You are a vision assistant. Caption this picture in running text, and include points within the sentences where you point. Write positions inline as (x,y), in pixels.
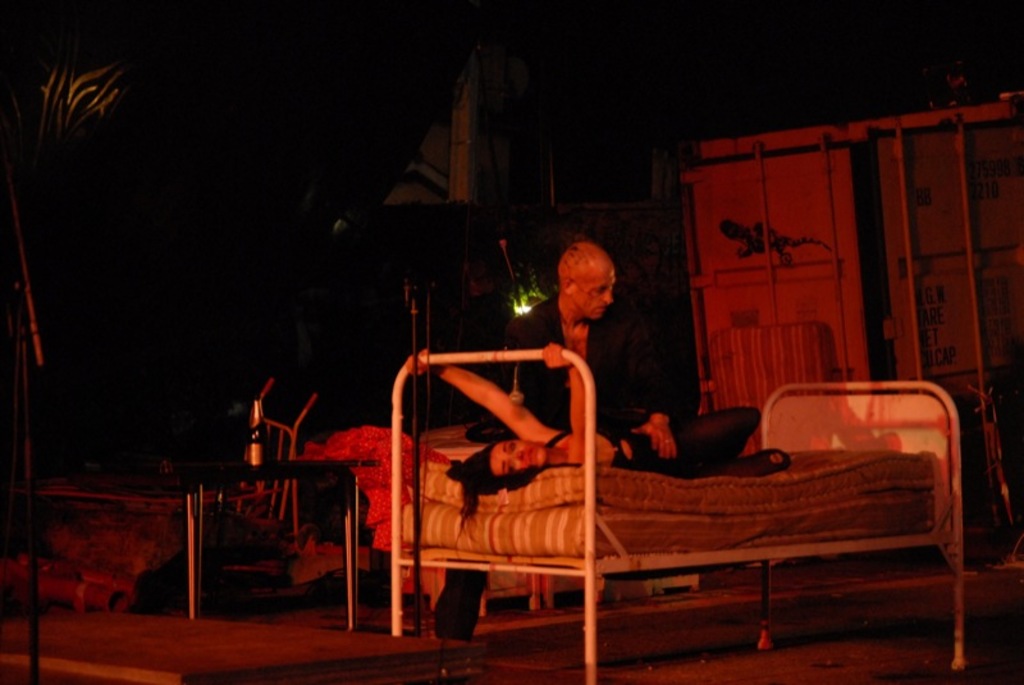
In this picture we see a woman (716,454) on the bed (644,475) and we see a man (614,406) holding her and we see a bottle (251,448) on the table (252,475) and a metal container (823,269) on the back (716,227) and a tree (89,115) on the side and i can see a building (466,168) on the back (508,168).
